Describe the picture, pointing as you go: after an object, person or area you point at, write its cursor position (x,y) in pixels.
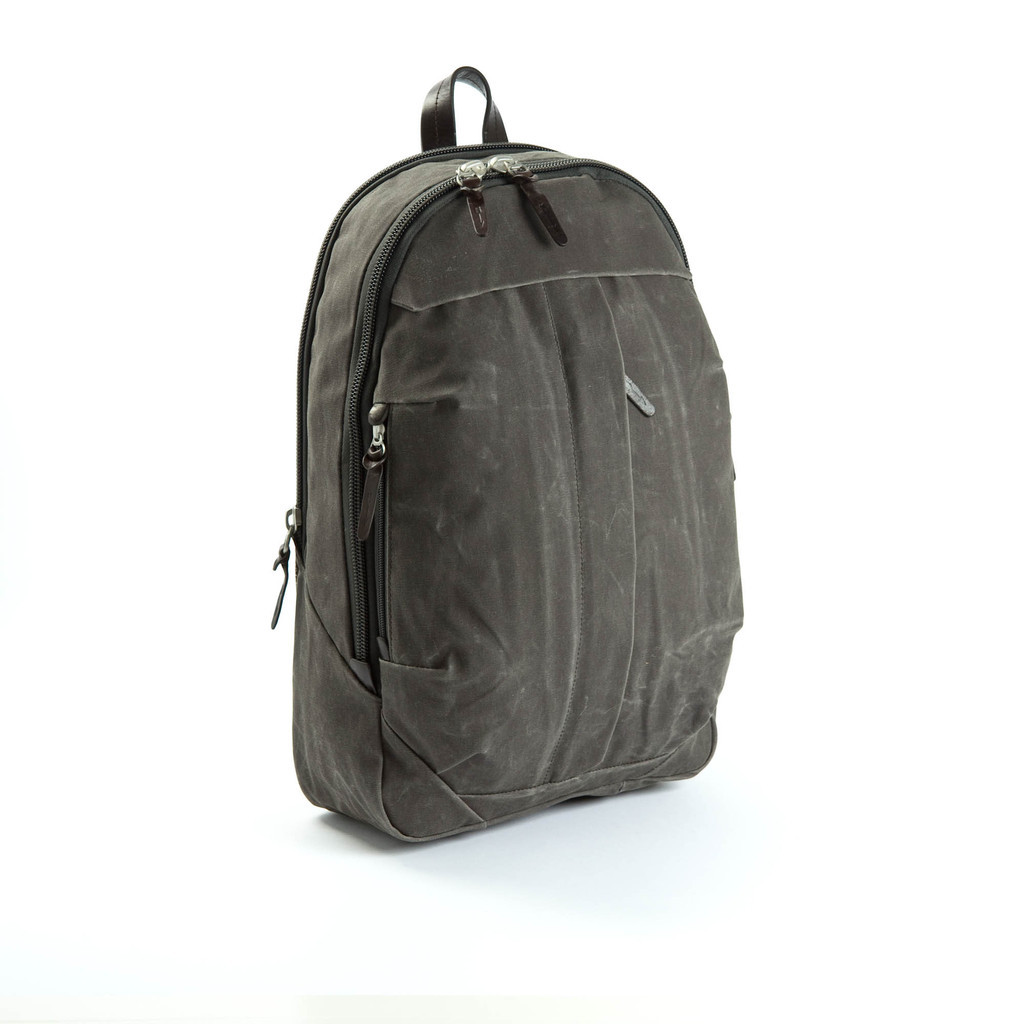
This picture shows a backpack (371,545) which is dark grey in colour.
